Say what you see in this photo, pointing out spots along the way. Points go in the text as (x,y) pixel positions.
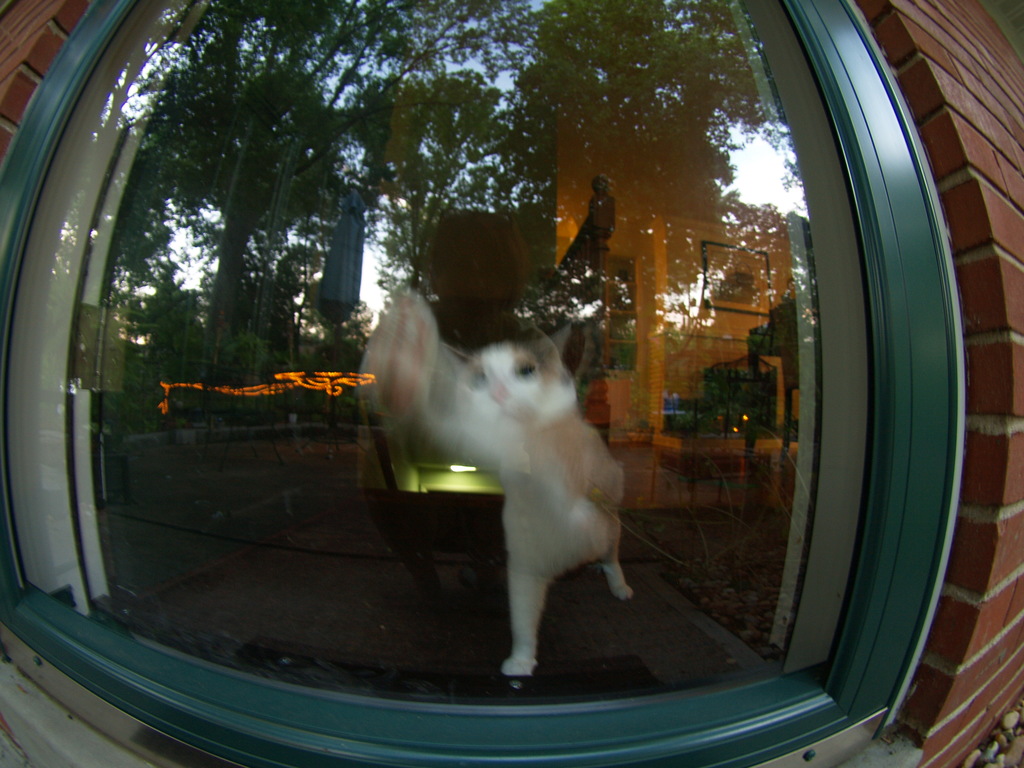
In this image, we can see a glass (745,496), brick wall (985,173), cat (547,546), trees (325,348), sky (367,289), building (689,346). Here there is a frame (712,287) on the wall (679,284) and few objects (737,378).
